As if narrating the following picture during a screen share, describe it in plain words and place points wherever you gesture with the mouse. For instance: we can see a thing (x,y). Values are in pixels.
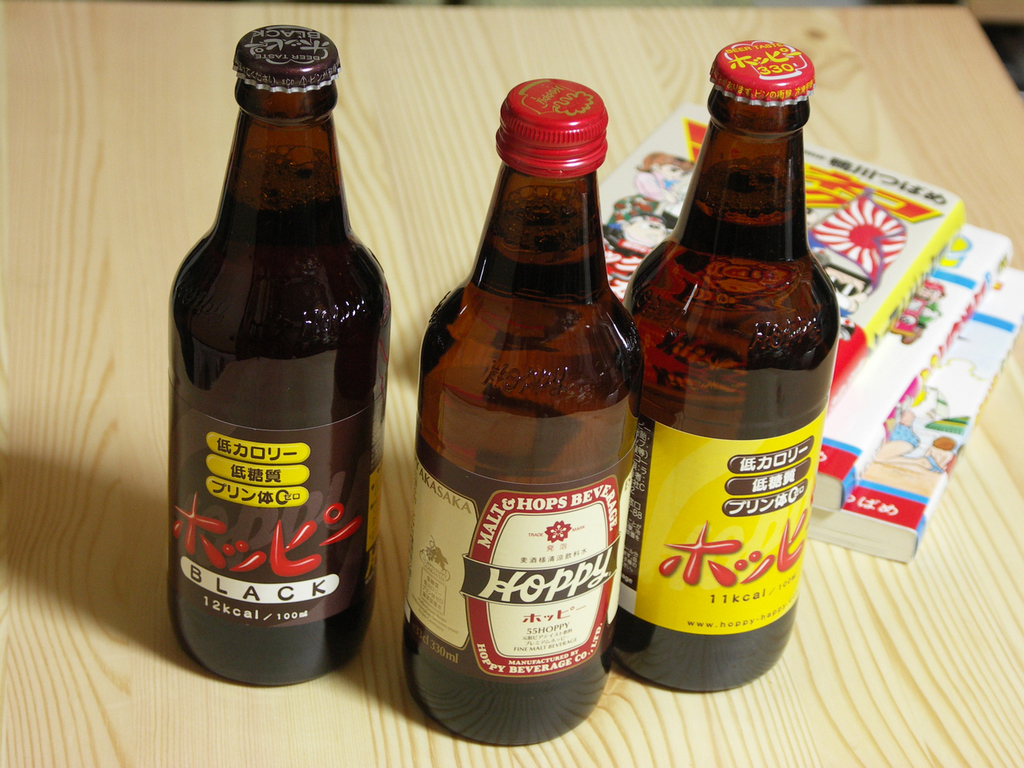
In this picture there is a table (91,219), with three drink bottles (635,303) kept on it with three books (911,355).
